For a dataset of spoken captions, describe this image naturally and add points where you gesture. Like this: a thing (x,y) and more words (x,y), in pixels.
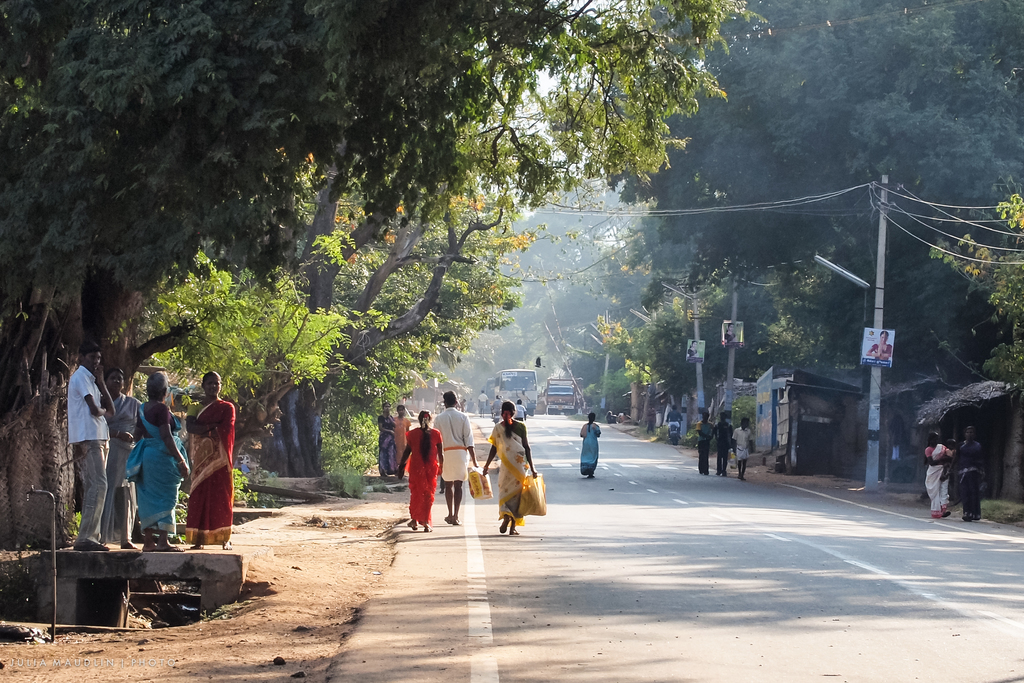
In this image we can see a group of people (483,401) standing. In that we can see a woman (511,522) carrying two covers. We can also see some vehicles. On the left side (163,461) we can see some people (178,458) standing on the ground (296,543), a tap (55,571) and a group of trees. On the right side (889,455) we can see some huts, the utility poles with wires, a tube light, some boards (883,349) to poles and some people (934,474) standing.
